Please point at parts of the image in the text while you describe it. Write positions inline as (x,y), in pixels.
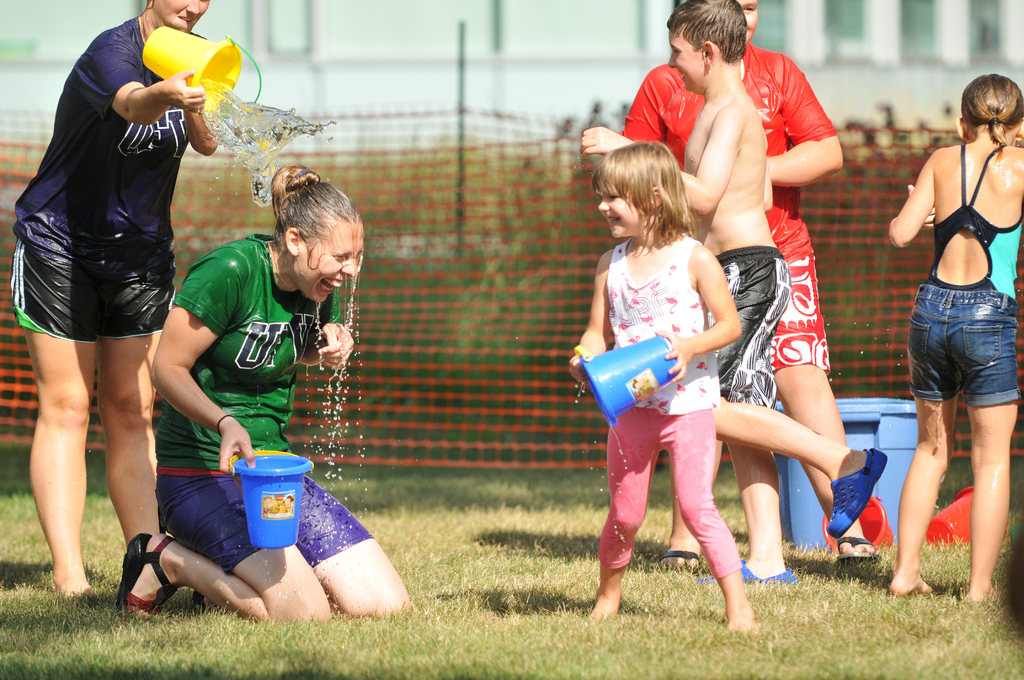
In this image I can see a girl (693,299) wearing white and pink colored dress (633,308) is standing and holding a blue colored mug (640,353) in her hand (667,333) and few other persons (265,318) wearing green, blue and black colored dress (150,323) are holding mugs (277,531) in their hands (228,469). In the background (627,88) I can see few other person's (844,499), a blue colored bucket (859,412), some grass (499,508), the red colored net (438,273), a building (563,21) and few plants (541,229).
